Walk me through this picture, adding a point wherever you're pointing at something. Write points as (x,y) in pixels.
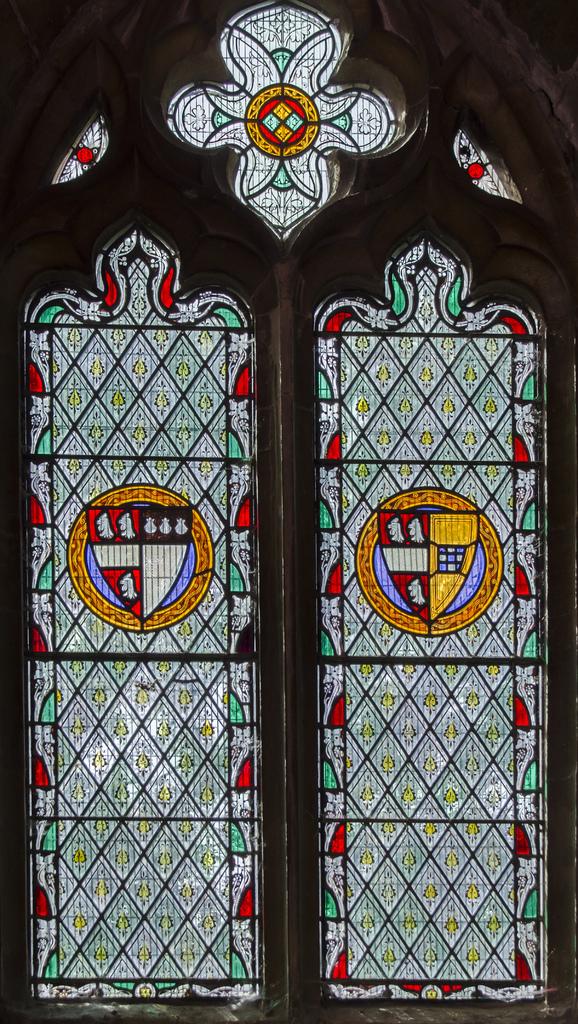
In this image we can see a window (437,689), there are stained glasses (396,672).
